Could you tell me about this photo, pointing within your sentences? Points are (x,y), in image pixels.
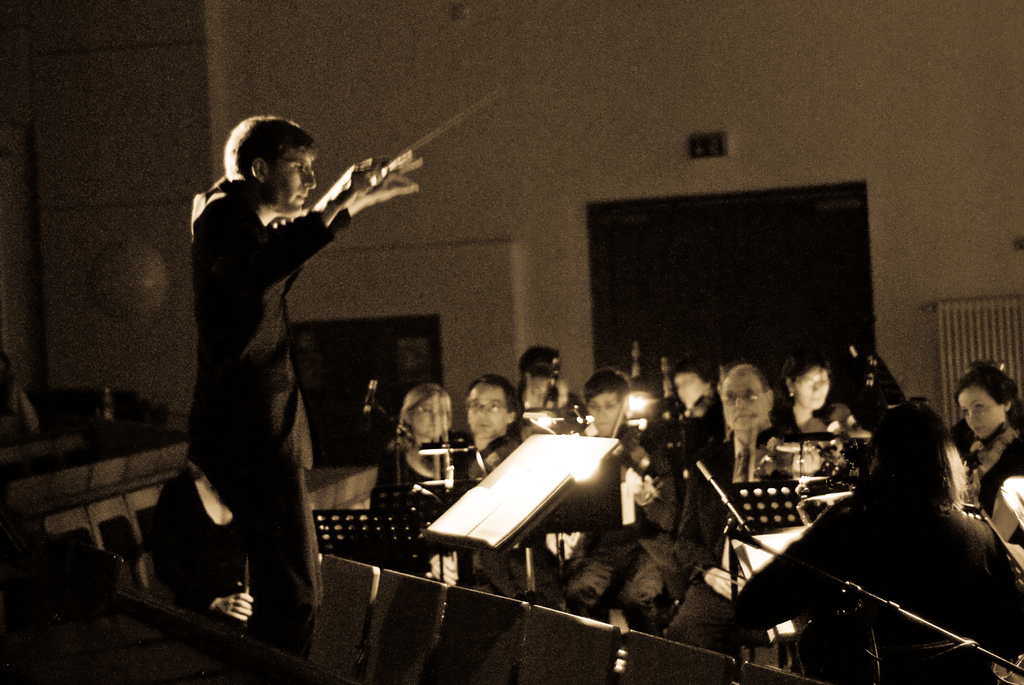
In the picture we can see a man (263,605) standing and giving a training of playing a musical instrument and he is wearing black color blazer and in front of him we can see some people (877,470) are sitting and playing a musical instrument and in the background (493,252) we can see a wall (461,247) with some doors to it.
